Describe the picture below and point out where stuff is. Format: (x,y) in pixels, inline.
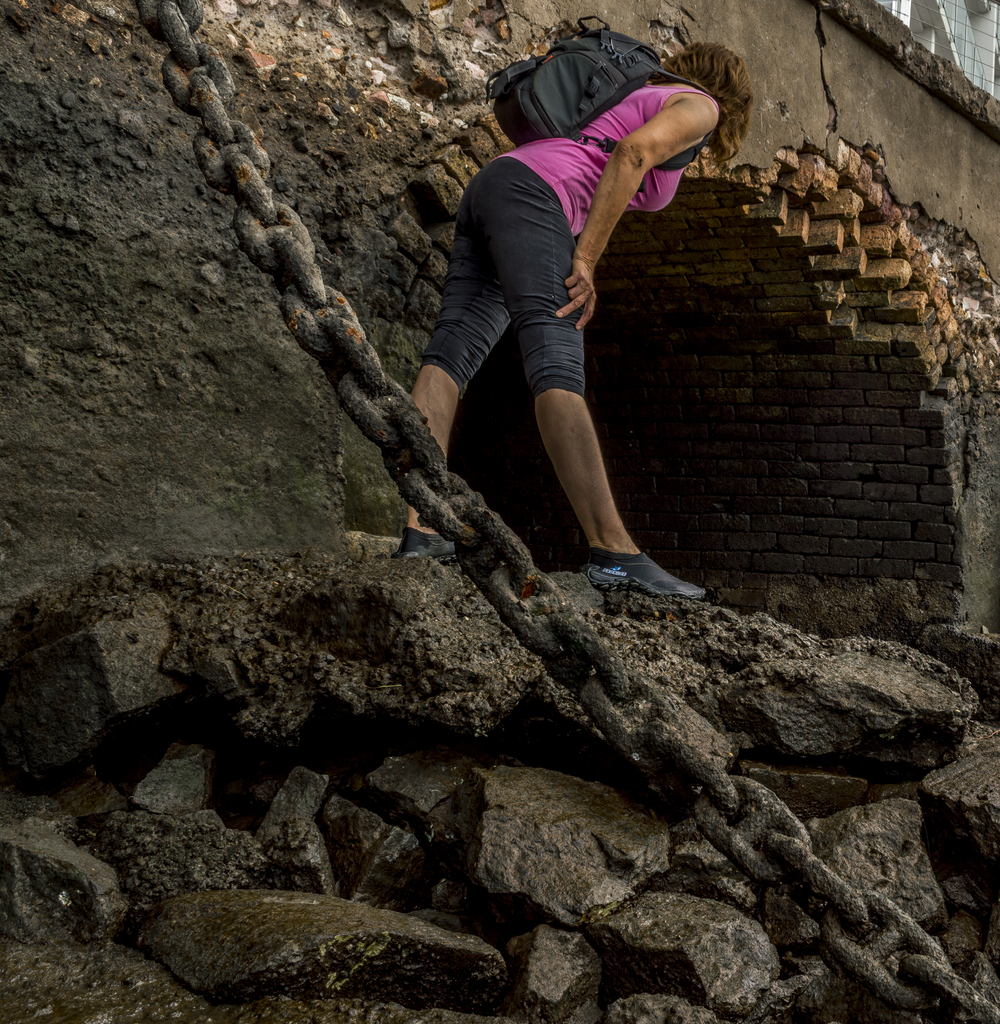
In this picture there is a woman (728,121) standing. At the back (338,37) there is a wall (321,35). In the foreground (940,953) there is a chain (187,49). At the bottom (744,948) there are stones (614,864) and there is mud (591,613).
